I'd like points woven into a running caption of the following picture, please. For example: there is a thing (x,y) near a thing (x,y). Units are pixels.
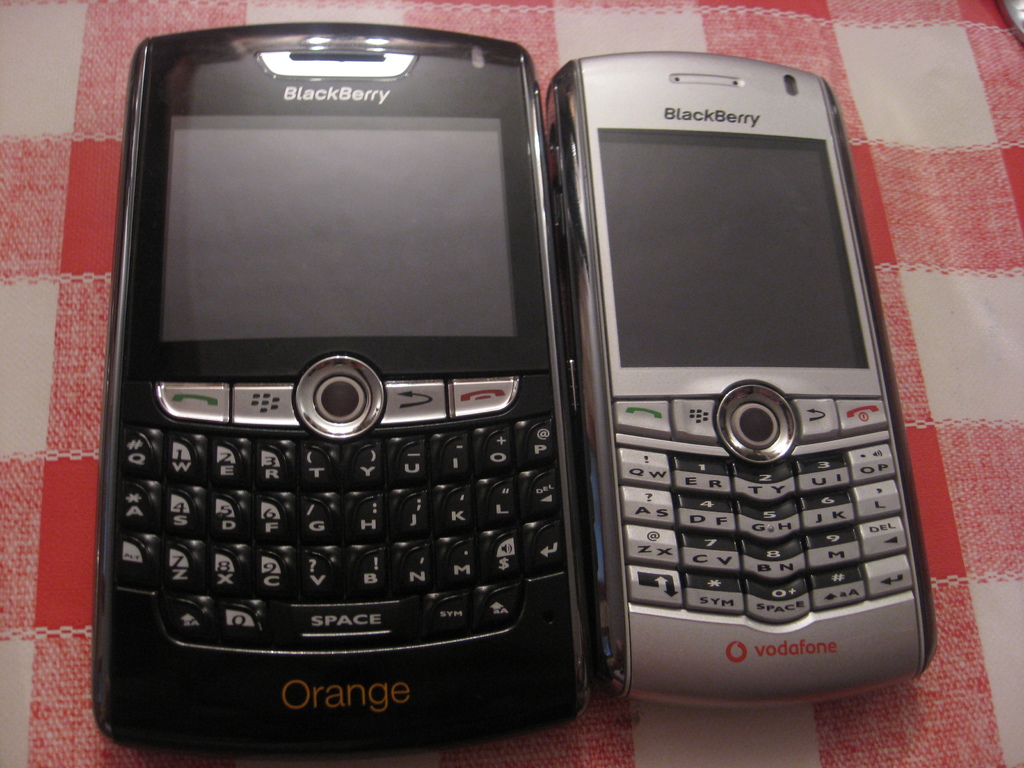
In this picture we can see two mobiles (724,440) of black and silver colors and these two are placed on a cloth (720,24).
